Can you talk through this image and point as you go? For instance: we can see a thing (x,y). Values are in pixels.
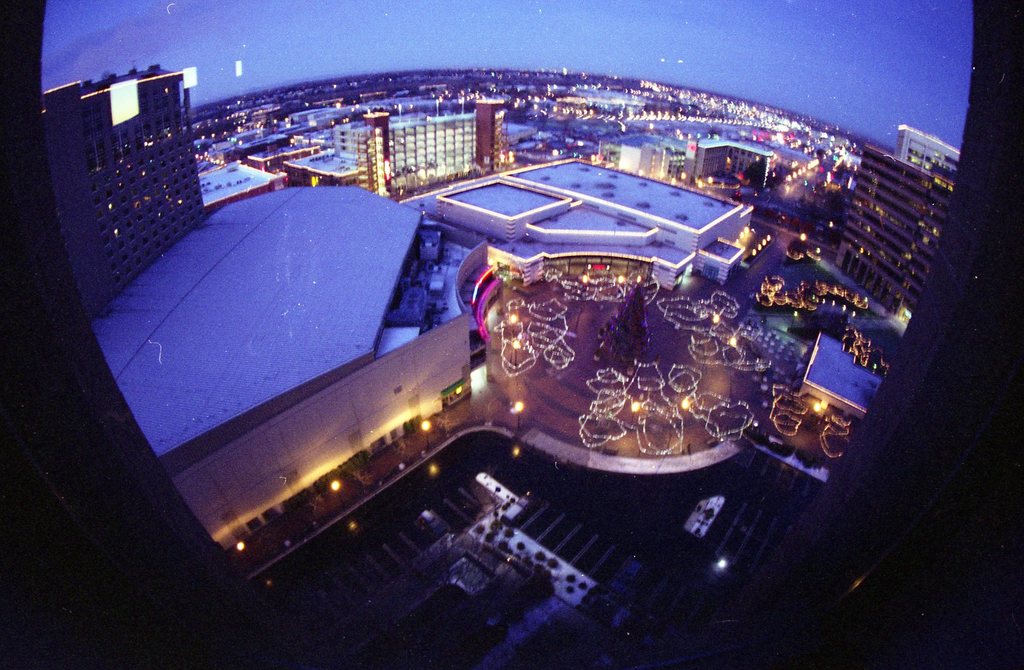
In the picture we can see a city (534,537). There are buildings (639,250), lights (664,302) and some objects (664,302). In the centre of the picture (616,331) there is a tree (611,341).
